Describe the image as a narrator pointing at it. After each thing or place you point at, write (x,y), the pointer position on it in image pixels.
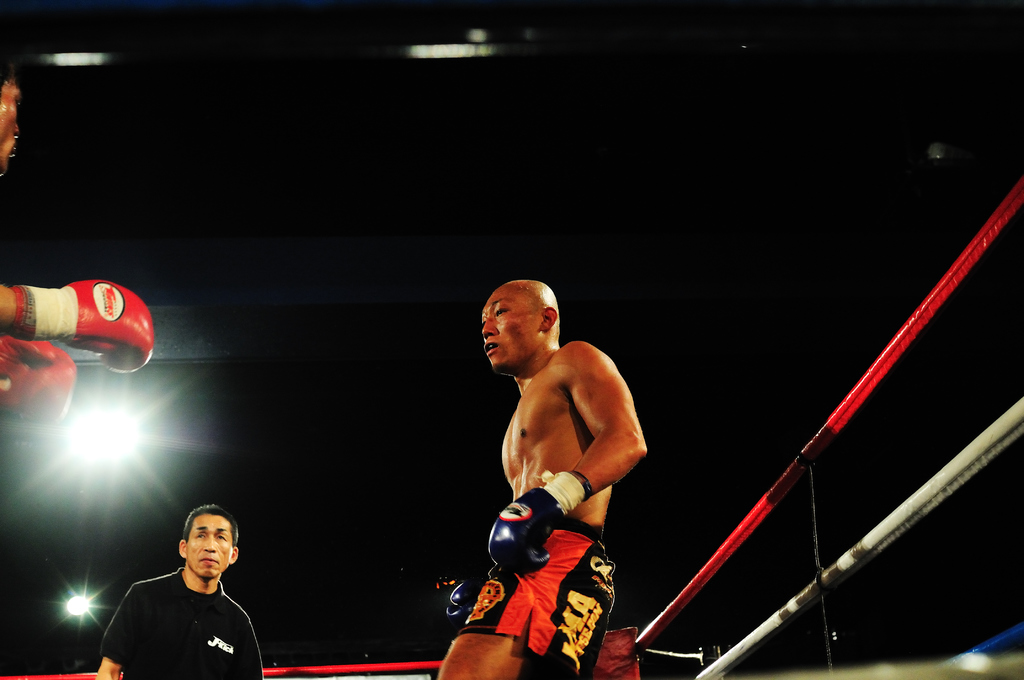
In this image there are two players (97,338) inside the boxing ring (849,403). This is the referee (199,604). The background (268,607) is dark.
